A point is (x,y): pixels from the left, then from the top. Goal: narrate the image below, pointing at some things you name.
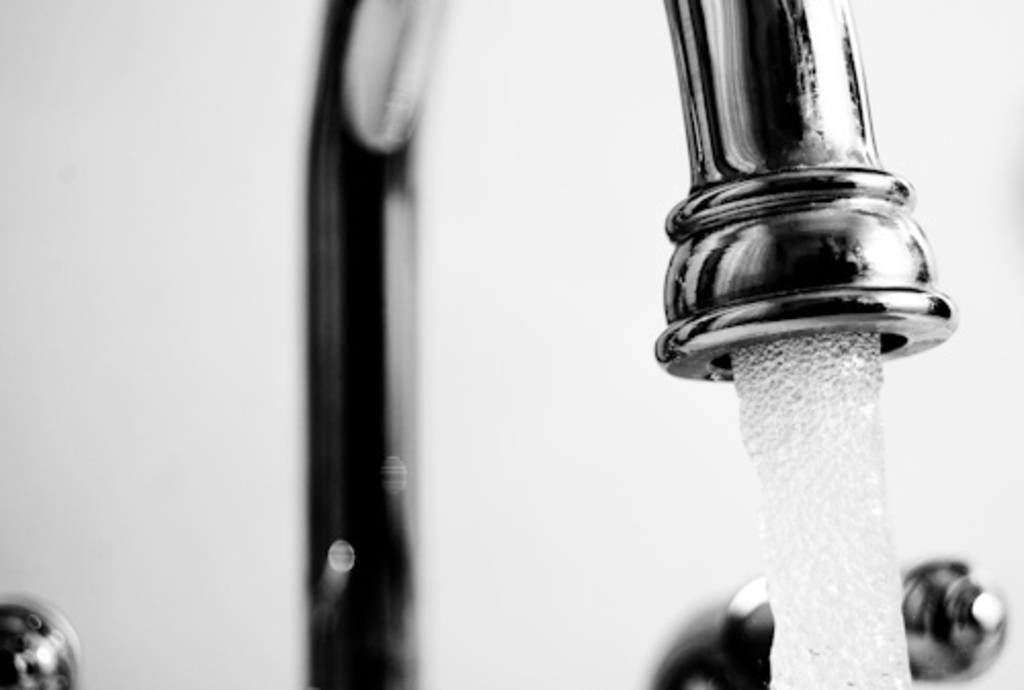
This is a black and white image where we can see water (789,365) coming through a tap (767,255) and in the background (578,210), there is a wall (529,216).
